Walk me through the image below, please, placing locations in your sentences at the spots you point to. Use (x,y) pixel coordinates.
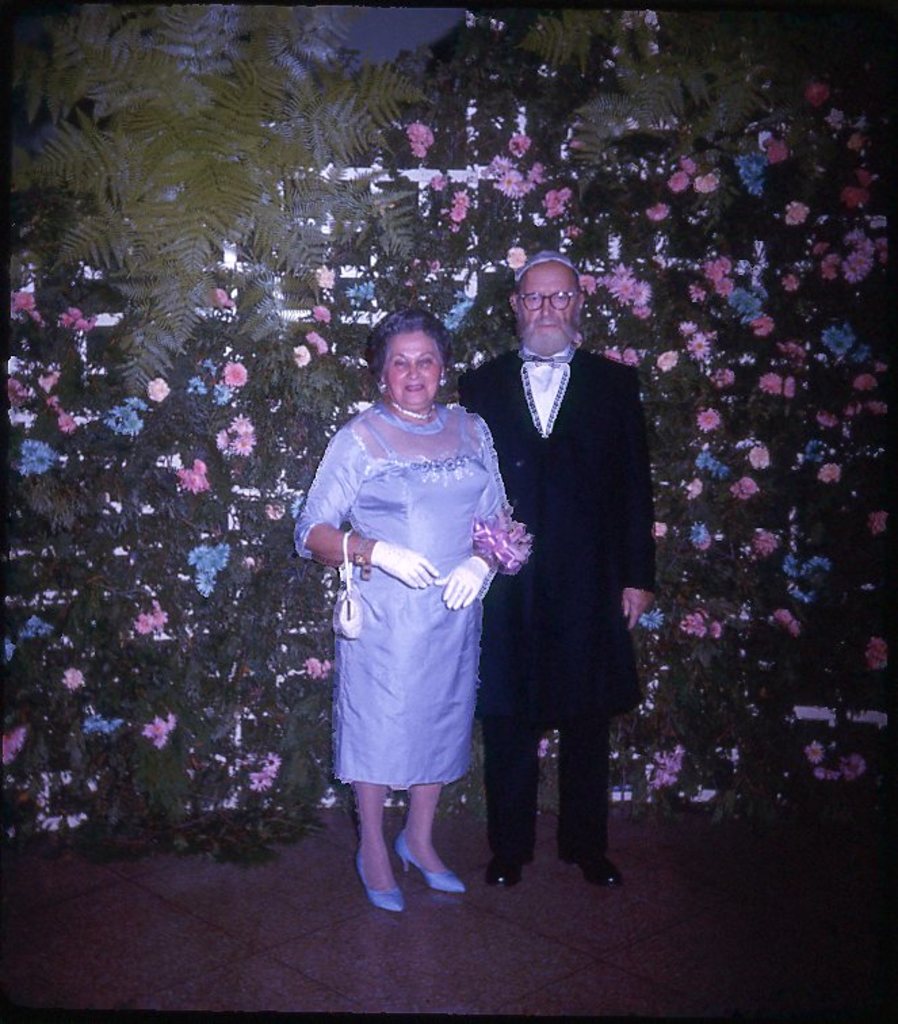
This image is taken indoors. At the bottom of the image (548,932) there is a floor (641,935). In the background (479,294) there are a few plants (192,124). There are many bouquets (207,489) with leaves (189,555) and flowers (129,418). In the middle of the image (443,565) a man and a woman (416,678) are standing on the floor (502,888) and the woman (404,421) is with a smiling face (400,366).
